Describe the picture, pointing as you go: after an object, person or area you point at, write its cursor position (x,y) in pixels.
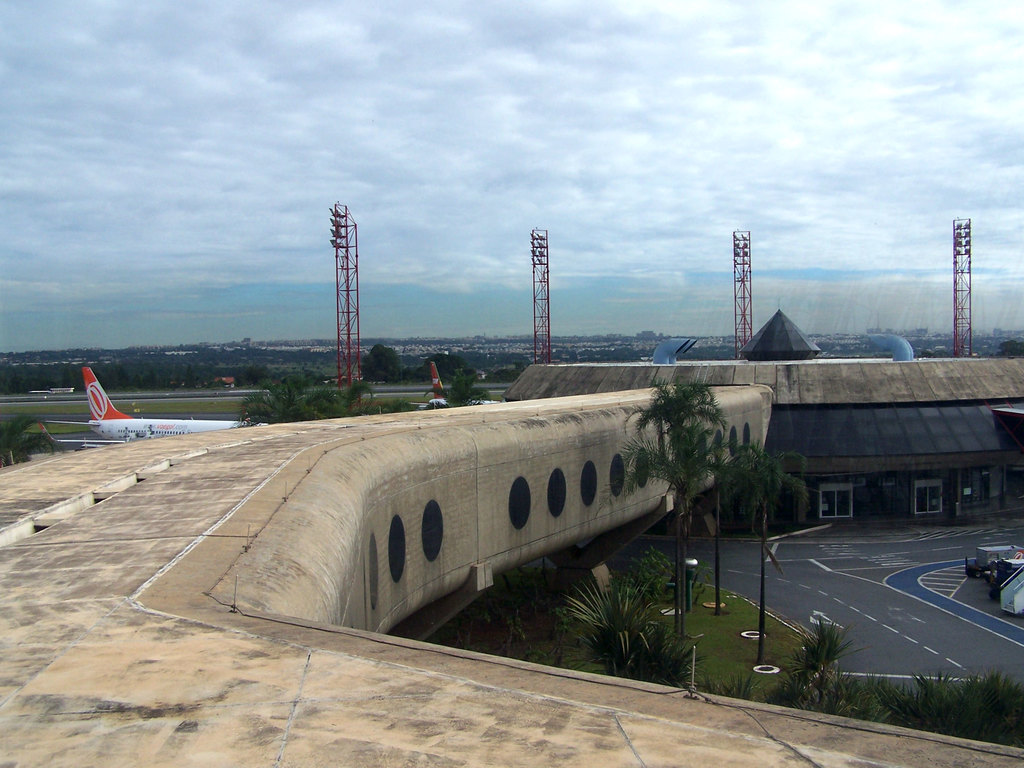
In this image we can see a building (122,582), there are some towers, trees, grass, plants (640,640), poles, windows (845,498) and other objects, also we can see an airplane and in the background (404,189) we can see the sky (325,252).
